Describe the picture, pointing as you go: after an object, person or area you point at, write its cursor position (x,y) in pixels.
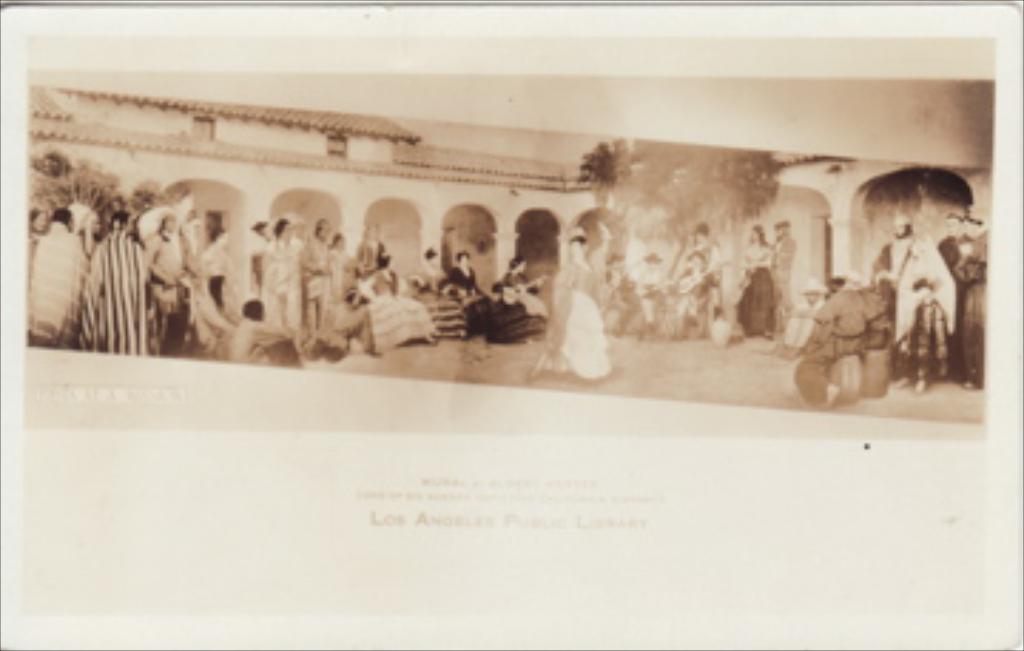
In this picture we can see an old photograph (128,485), here we can see people (104,304), building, trees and some text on it.
